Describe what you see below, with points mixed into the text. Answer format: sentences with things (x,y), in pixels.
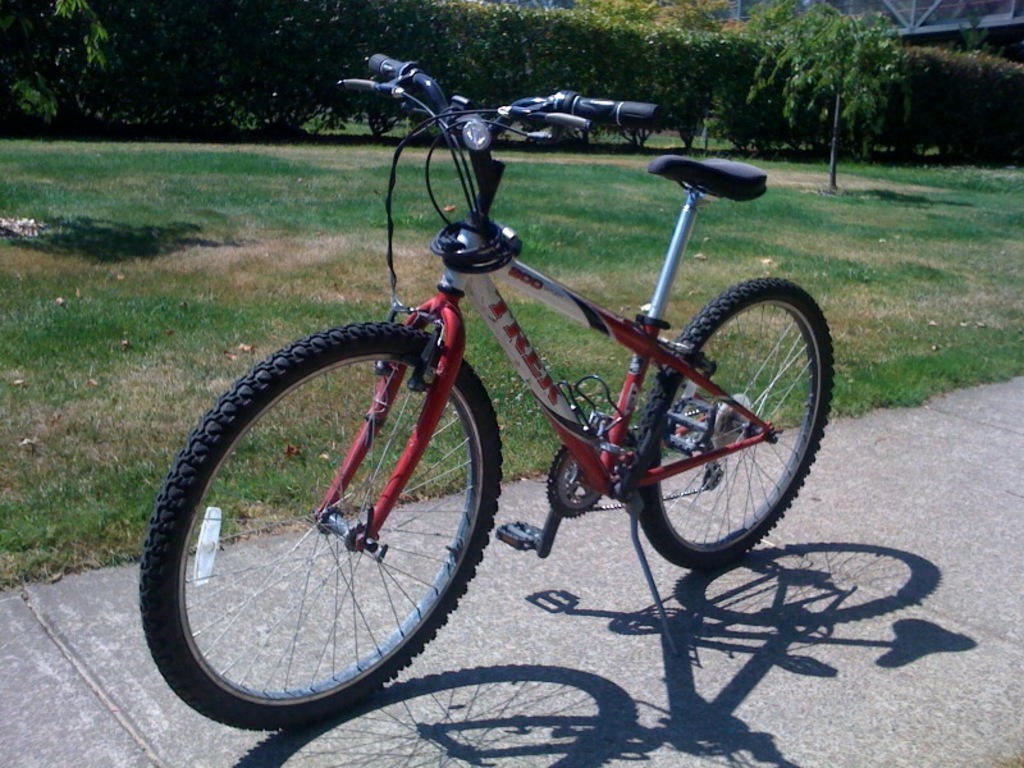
In the image we can see there is a road (688,649), bicycle (605,435), grass (170,264) and trees (831,60).
